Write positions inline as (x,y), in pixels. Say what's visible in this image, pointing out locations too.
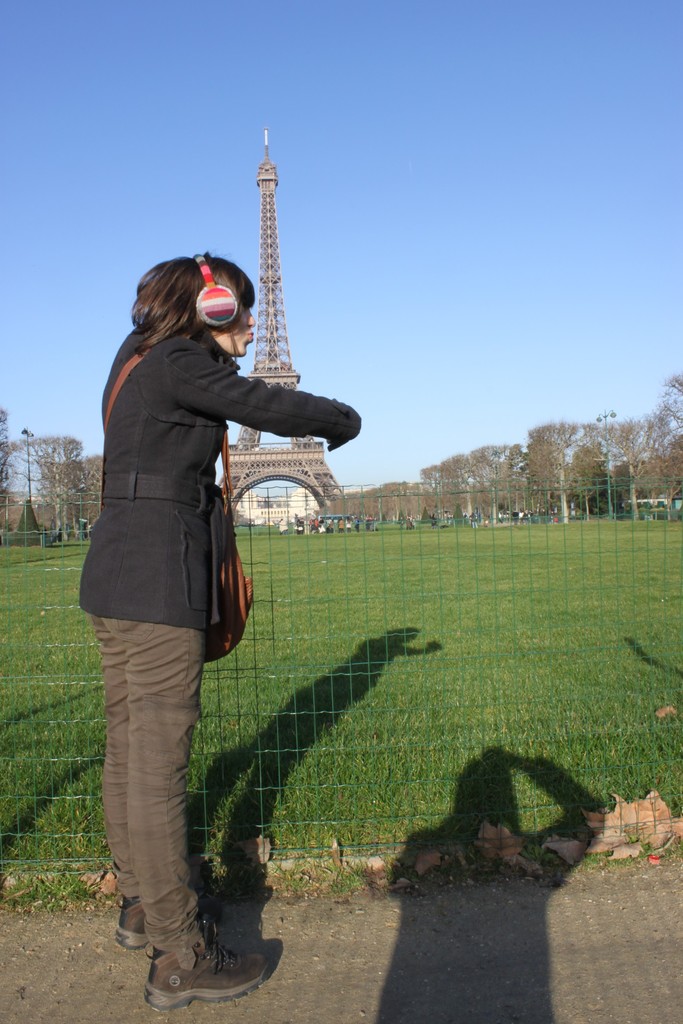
In this image we can see a woman (233,398) wearing headphones (236,299) black coat (205,343) and carrying a bag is standing on the ground (399,937). In the background (519,480), we can see a fence (6,520), a tower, group of trees (576,450) and the sky (513,256).
